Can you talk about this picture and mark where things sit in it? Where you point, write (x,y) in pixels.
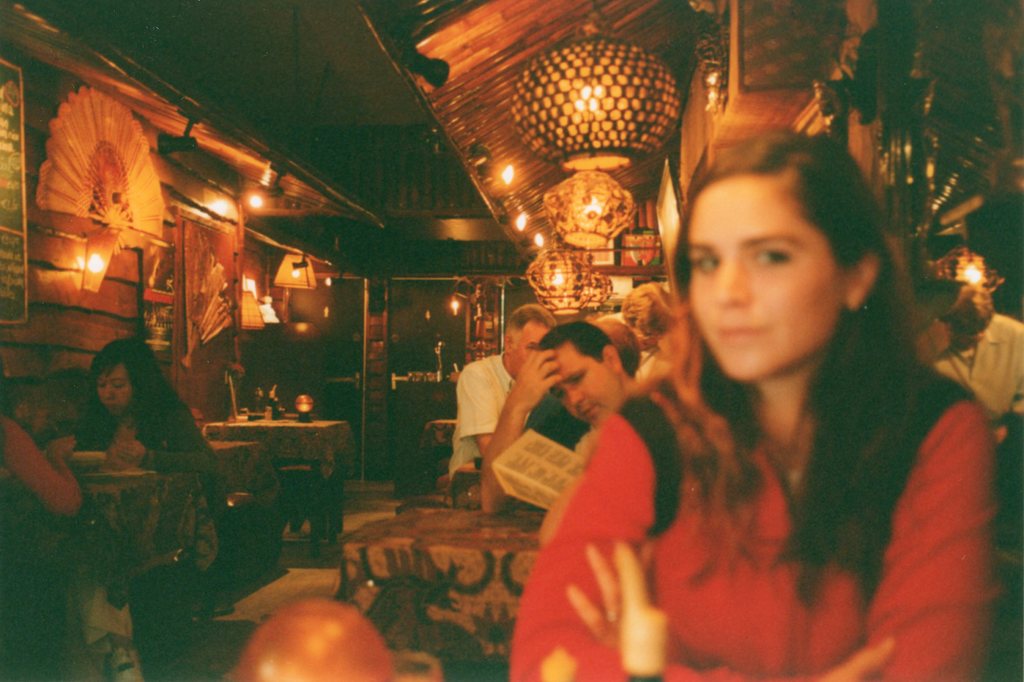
In this image we can see a few people (660,388) sitting on the chairs (304,469), there are tables (246,421), there are some objects (260,394) on a table (221,436), one person (590,410) is holding a card (551,468) with text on it, there is a board (2,84) with text (14,252) on it, there are lights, and some objects (193,319) on the wall (238,319).
